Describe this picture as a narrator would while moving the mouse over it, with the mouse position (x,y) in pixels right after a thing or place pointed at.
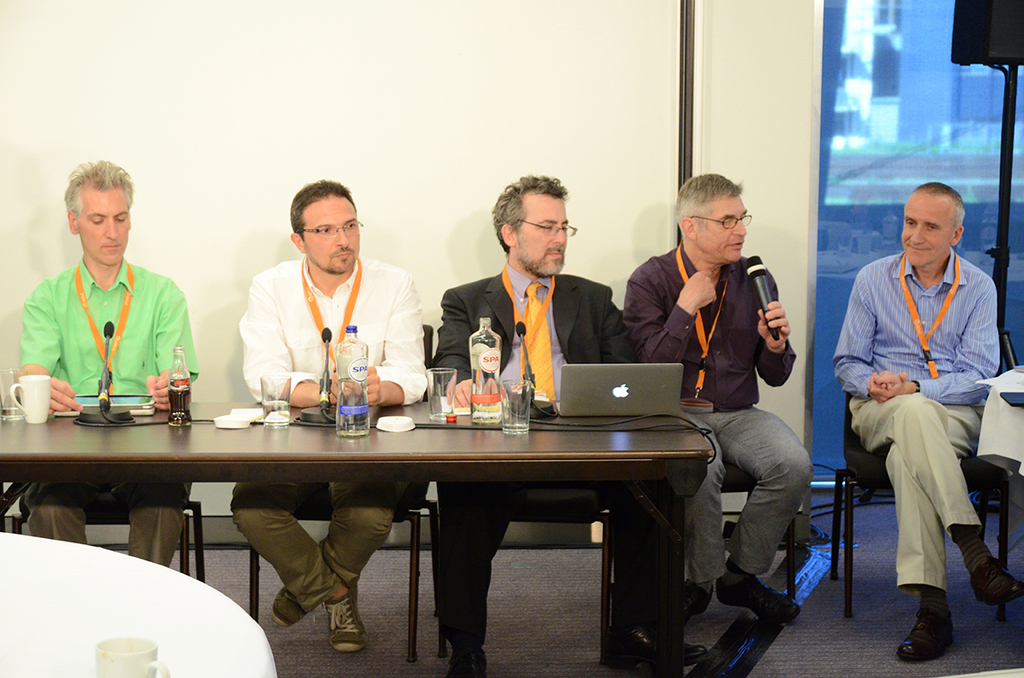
In this image i can see five man (89,354) sitting on chair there is a laptop (594,375) few bottles (357,380), microphone (324,340), glasses (269,402) on the table (273,448) at the back ground (360,135) i can see a wall (397,78) and a glass door (843,92).
